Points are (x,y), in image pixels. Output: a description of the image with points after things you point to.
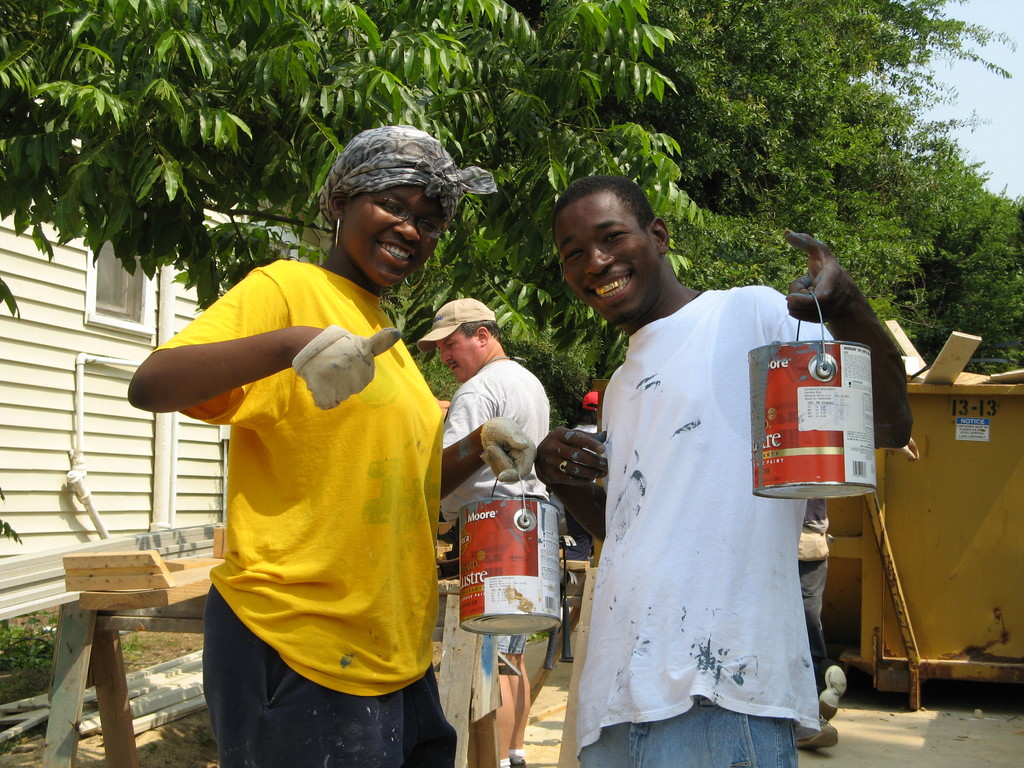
In this image we can see some group of persons (295,589), in the foreground of the image (543,550) there are two persons (326,497) wearing yellow and white color T-shirt (621,595) respectively holding some paint bucket (499,532) in their hands (603,457) and in the background of the image (733,186) there are some trees (156,171), house (38,282) and some yellow color box (934,538).
